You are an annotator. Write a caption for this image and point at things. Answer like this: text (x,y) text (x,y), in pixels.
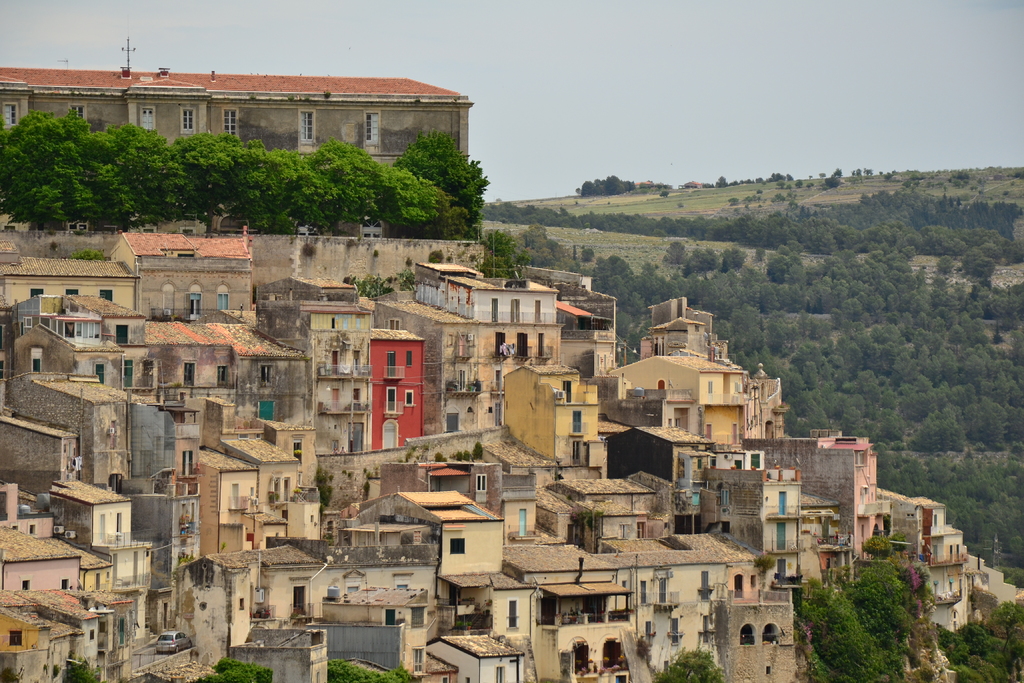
This image is taken in outdoors. In this image there are many buildings (112,366) with walls (94,365), windows (261,411) and doors (384,435). In the right side of the image (873,348) there are many trees (985,401) and plants (990,380). In the top left of the image (277,160) there are few trees (265,153). At the top of the image (281,52) there is a sky (800,113).
